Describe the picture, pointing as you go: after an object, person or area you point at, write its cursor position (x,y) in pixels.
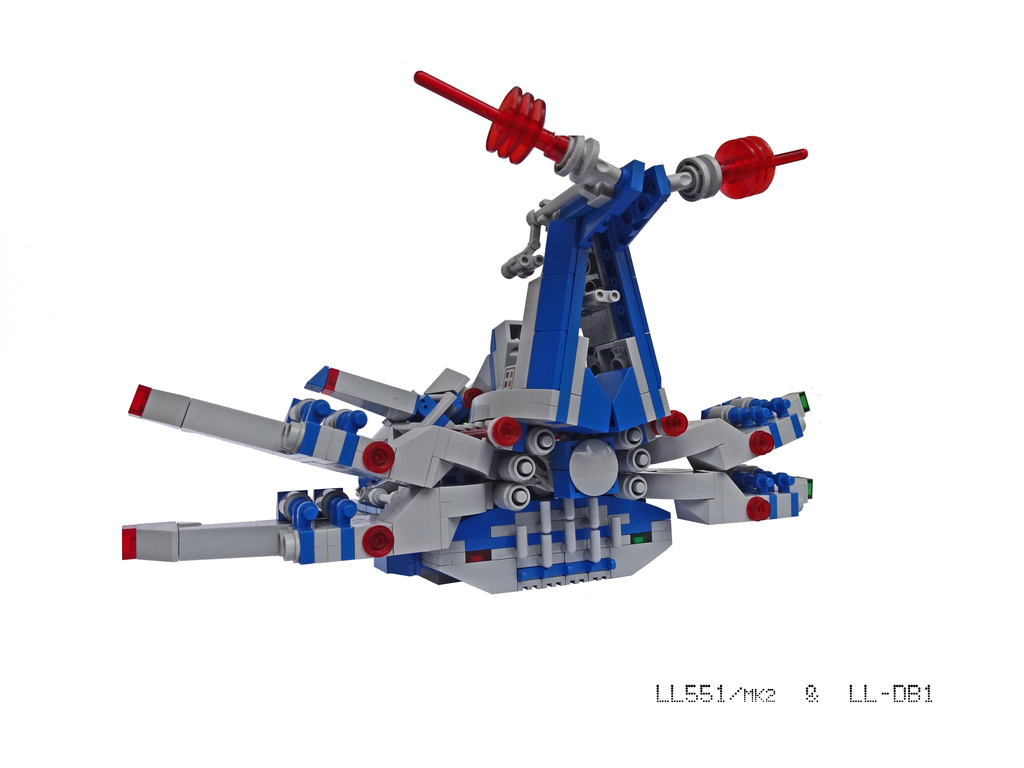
In this image I can see a Lego (537,441). The background (406,275) is in white color. At the bottom (801,700) there is some text (743,692).
